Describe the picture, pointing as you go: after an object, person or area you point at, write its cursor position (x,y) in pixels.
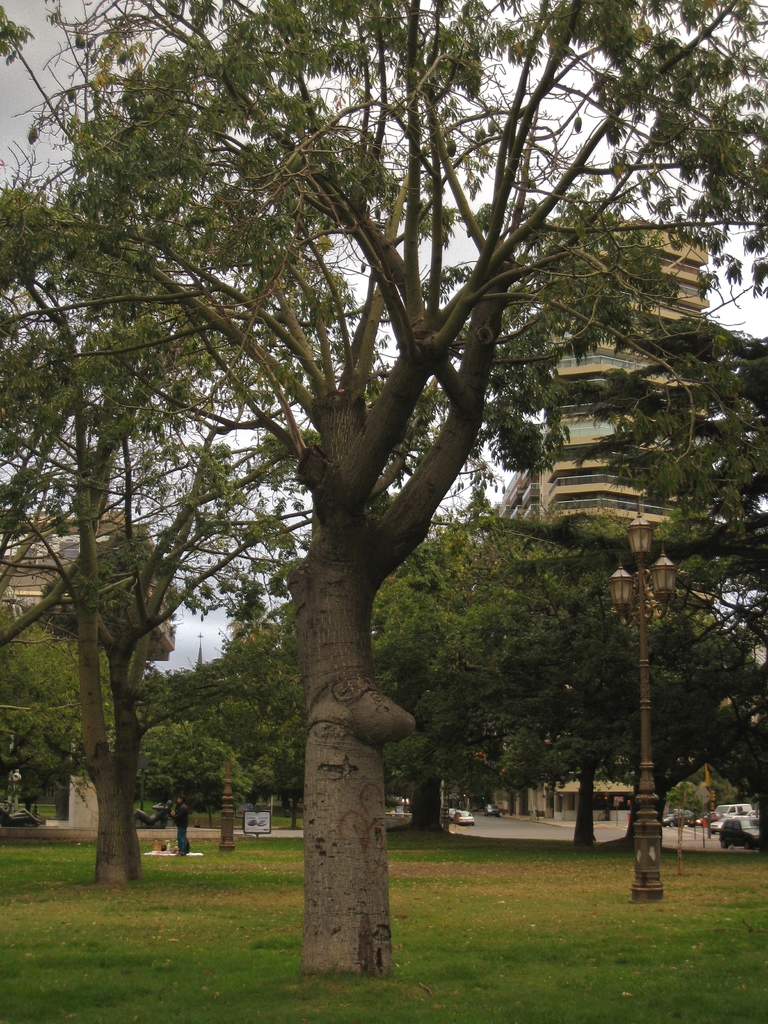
As we can see in the image there is grass (2,980), trees (363,603) buildings (524,805), street lamp (644,546) and vehicles (711,823). On the top (5,125) there is sky (12,74).
